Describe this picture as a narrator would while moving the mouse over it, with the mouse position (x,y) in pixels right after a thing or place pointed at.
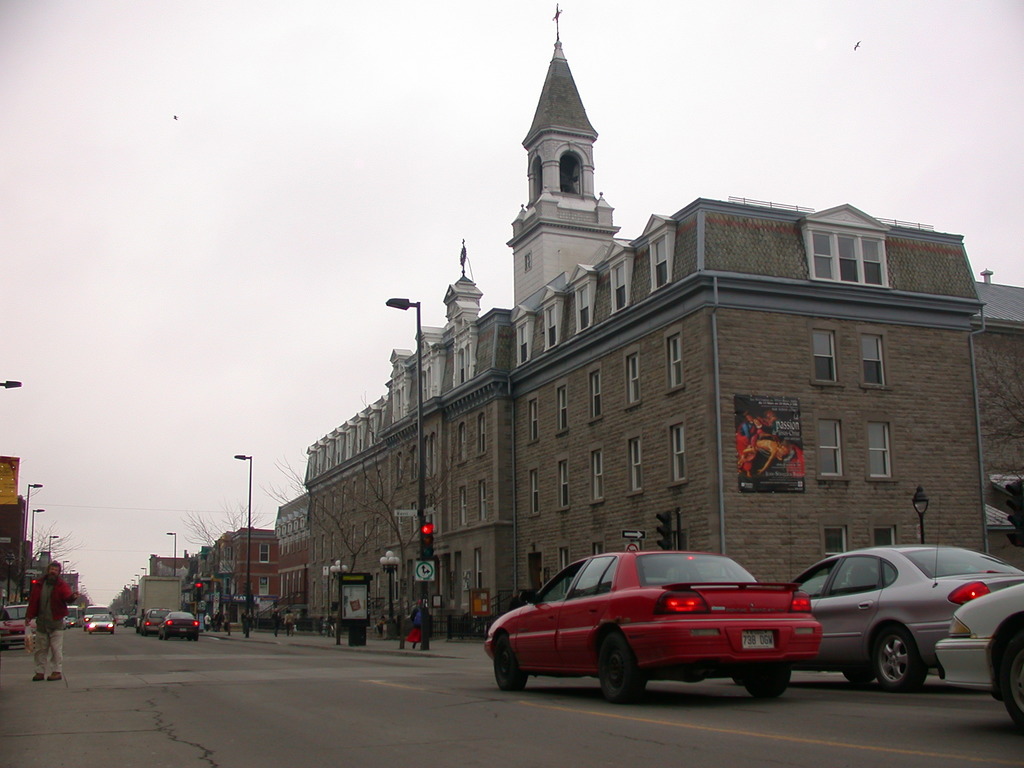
There is a road (285,660). On the road (345,701) there are many vehicles (604,664). On the sides of the road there are light poles (250,521), trees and buildings (339,451) with windows (485,426). On the building (709,466) there is a poster (764,471). In the background (284,142) there is sky (177,148). On the left side (54,600) there is a person (62,612).
